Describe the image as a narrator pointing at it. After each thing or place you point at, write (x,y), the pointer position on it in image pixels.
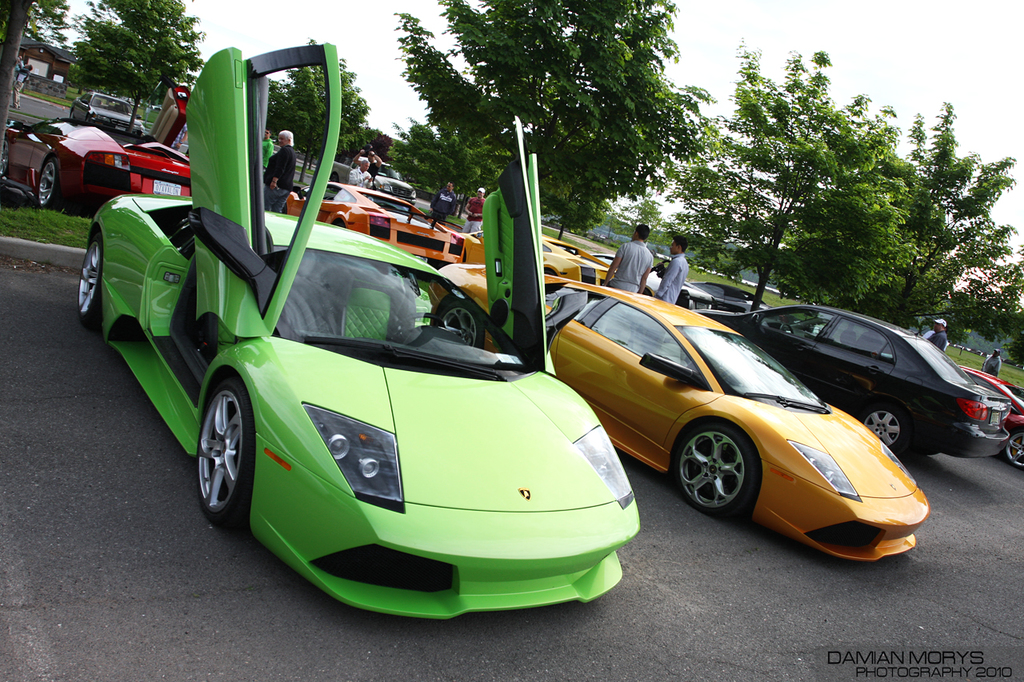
In this image I can see there are lot of cars (349,346) are parked on the road (646,497). In the middle (670,237) few people (643,275) are standing and there are trees (816,64), at the top (802,36) it is the sky (801,37). In the right hand side (900,669) bottom there is the name (937,664).
